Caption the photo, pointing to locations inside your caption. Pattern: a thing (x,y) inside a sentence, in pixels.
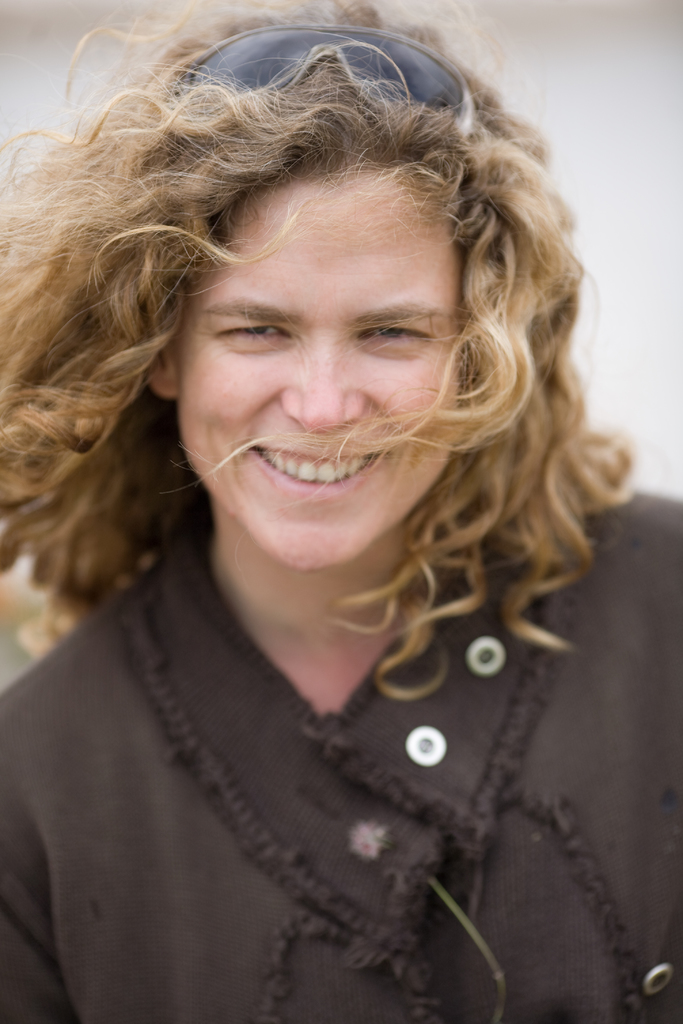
In this image I can see the person (330,860) and the person (17,285) is wearing brown color dress (446,812) and I can see white color background (91,29).
